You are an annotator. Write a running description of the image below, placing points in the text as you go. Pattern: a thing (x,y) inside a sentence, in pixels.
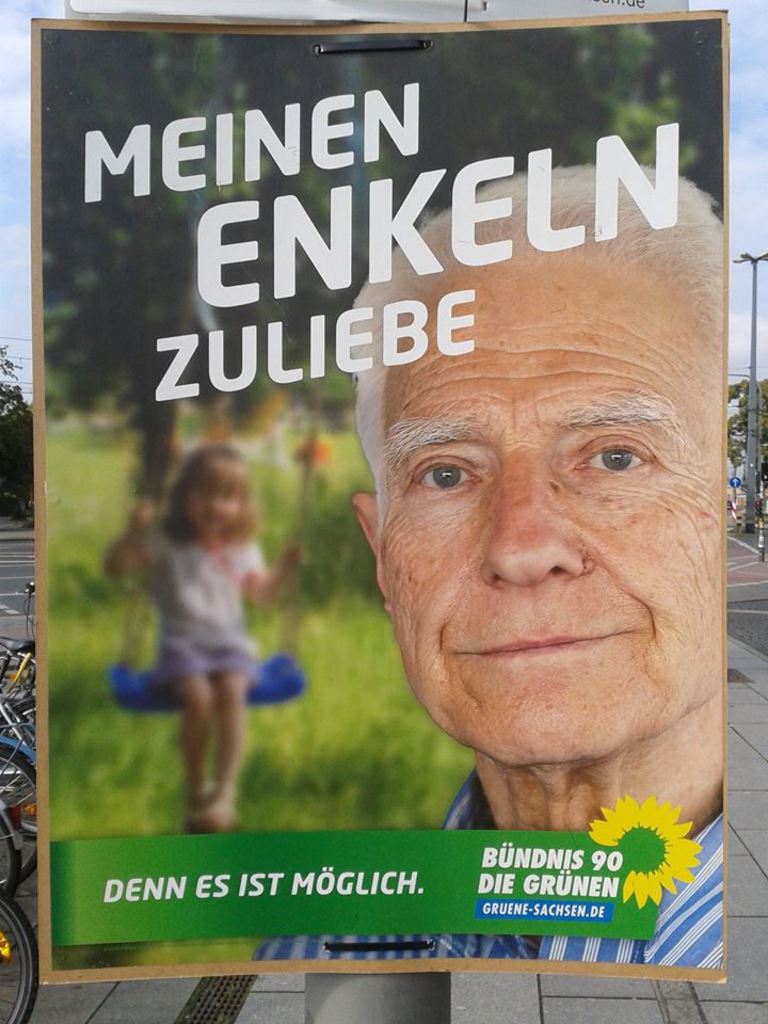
This image is taken outdoors. In the background (11,85) there is the sky (4,32) with clouds (742,64). There are a few trees (11,424). There is a pole (755,468) with a street light (745,462). A few bicycles (2,665) are parked on the road (764,621). There is a sidewalk (533,990). In the middle of the image (285,349) there is a board (428,382) with a text (465,244) and an image (466,522) of an old man (542,650) and a kid (226,740) on it.
